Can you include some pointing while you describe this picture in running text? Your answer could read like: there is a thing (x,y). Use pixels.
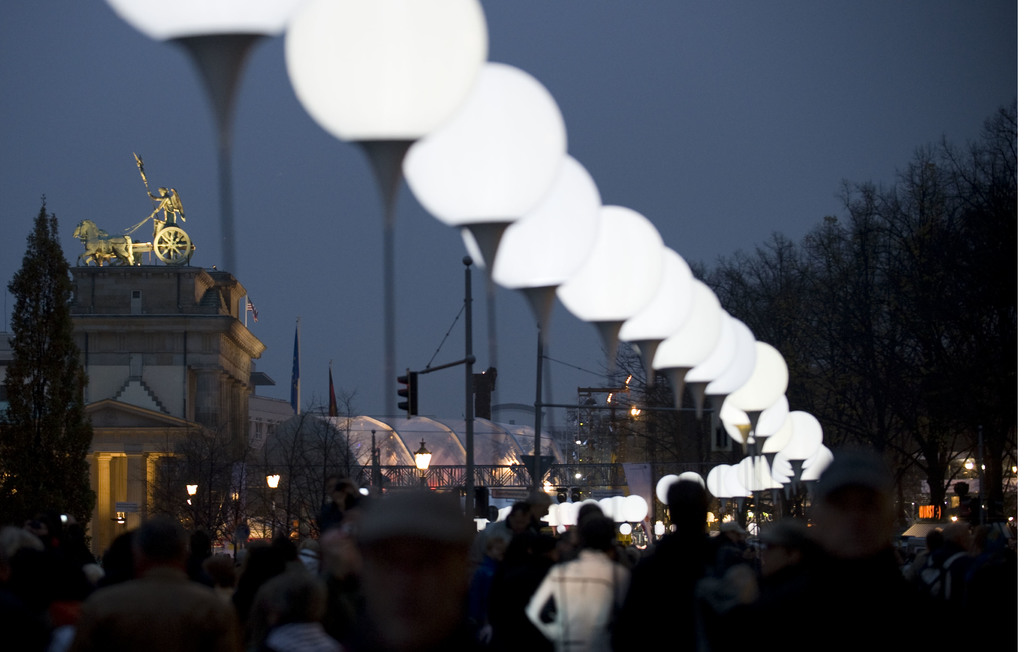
There are many people (513,550). Also there are light poles (333,90). On the right side (848,315) there are trees (848,315). On the left side (218,412) there are trees (226,455) and building (143,411) with pillars (139,453). On the building (122,272) there is a statue (174,194) of a person (164,206) on a chariot (161,224). In the back (402,407) there is a signal (411,391). Also there is sky (355,184).
